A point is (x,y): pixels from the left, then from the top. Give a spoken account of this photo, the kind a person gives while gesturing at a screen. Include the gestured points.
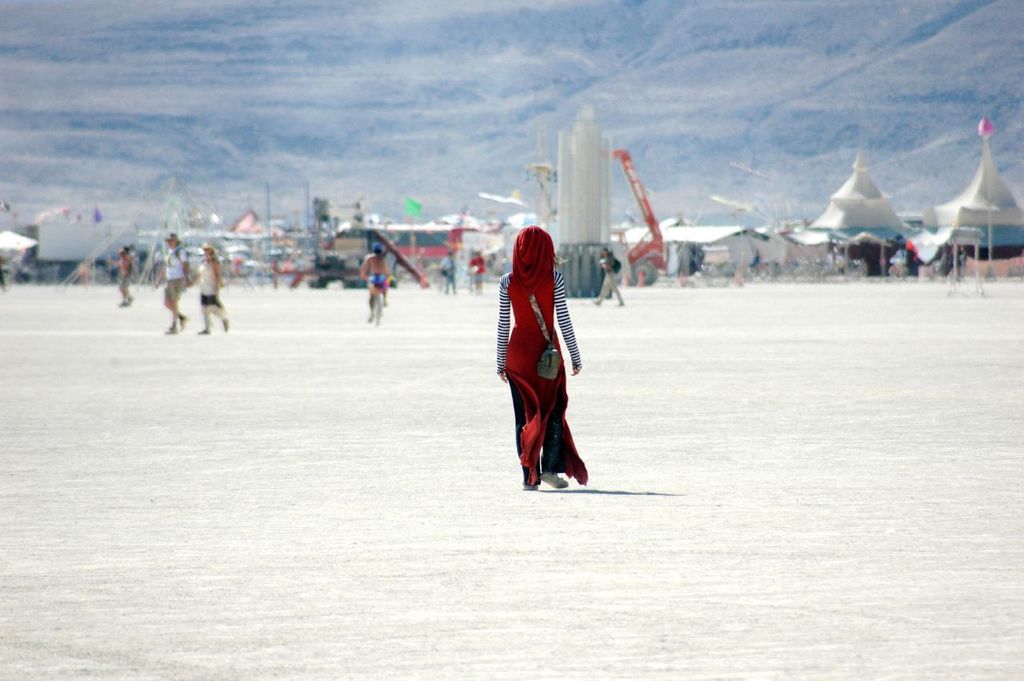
In this image we can see a person (548,379) is walking on the vast land (556,492). Background of the image (254,242) tents (674,237) are there. At the top of the image (385,90) mountains (356,52) are present.
